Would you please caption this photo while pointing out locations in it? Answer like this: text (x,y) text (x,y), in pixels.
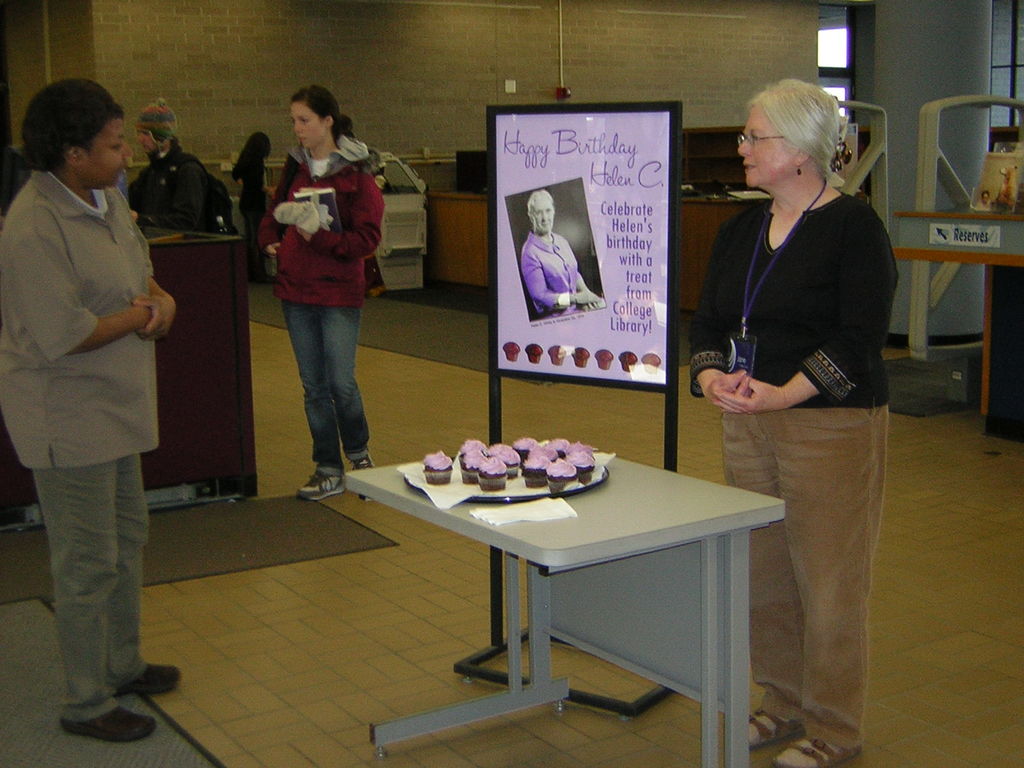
As we can see in the image there is a wall (498,54), window (846,57), table (697,205), people (864,372) standing on floor (982,439), a banner (649,290) and in the front (580,518) there is another table (611,525). On table (545,597) there are cupcakes (535,481).
